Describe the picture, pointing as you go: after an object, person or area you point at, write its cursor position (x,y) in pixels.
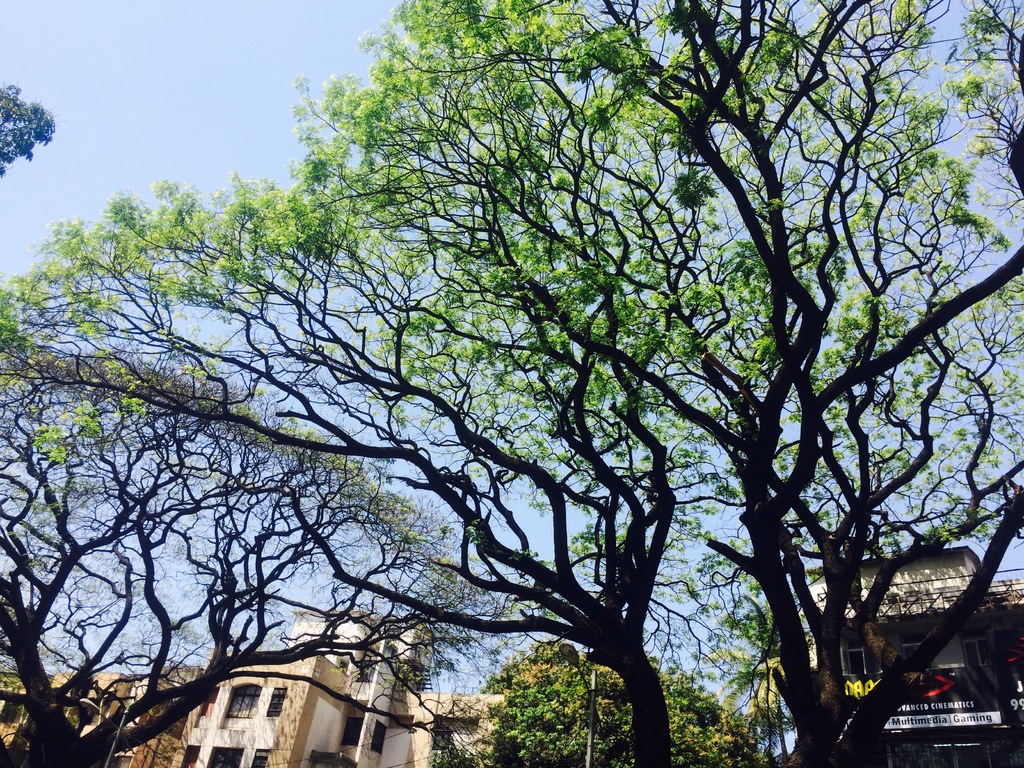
In this image in the front (592,469) there are trees (618,539). In the background (898,622) there are buildings (914,633) and trees (612,722). On the right side (953,704) there is a board (951,713) hanging on the building (943,711) which is black in colour with some text (957,706) written on it.
